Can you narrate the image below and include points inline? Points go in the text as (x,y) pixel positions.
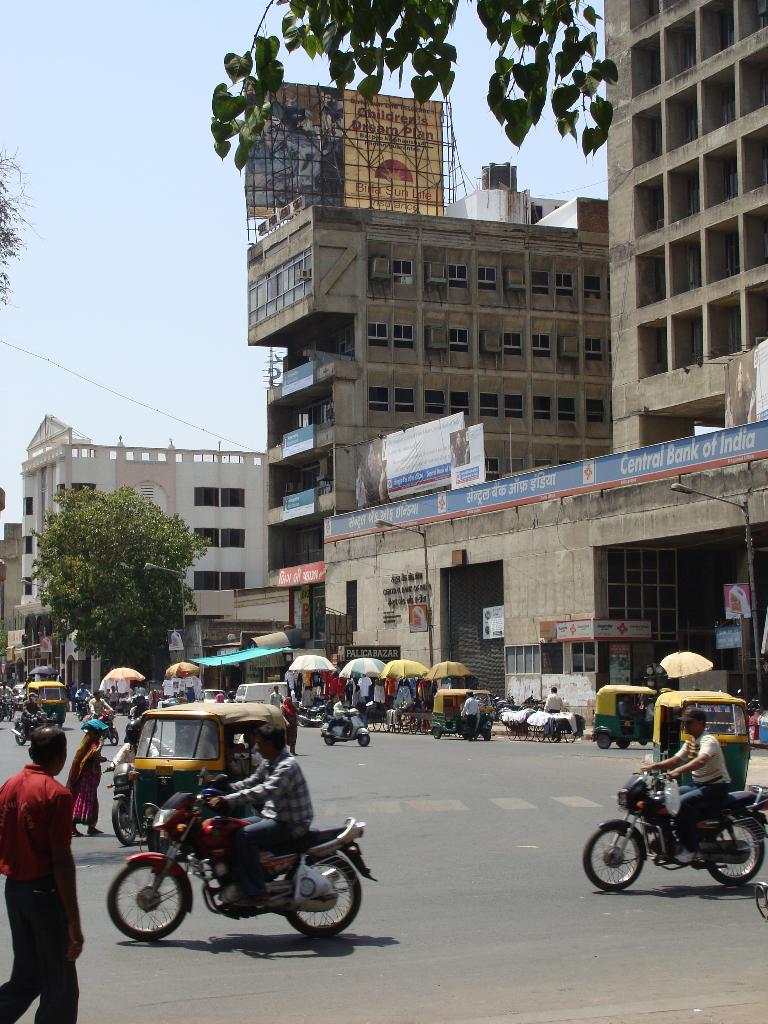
This image is taken in outdoors. In the middle of the image (419,525) there are few buildings (356,475) with windows (484,406) and banners (433,454) on them. At the bottom of the image (744,1003) there is a road (3,740) and there were many vehicles (206,770) on it. In the right side of the image (741,851) a man (696,733) is riding on a bike (732,810). In the left side of the image (12,839) a man (45,1000) is walking on the road (92,903). At the background (45,161) there were few trees (311,55) and a sky (85,157).
